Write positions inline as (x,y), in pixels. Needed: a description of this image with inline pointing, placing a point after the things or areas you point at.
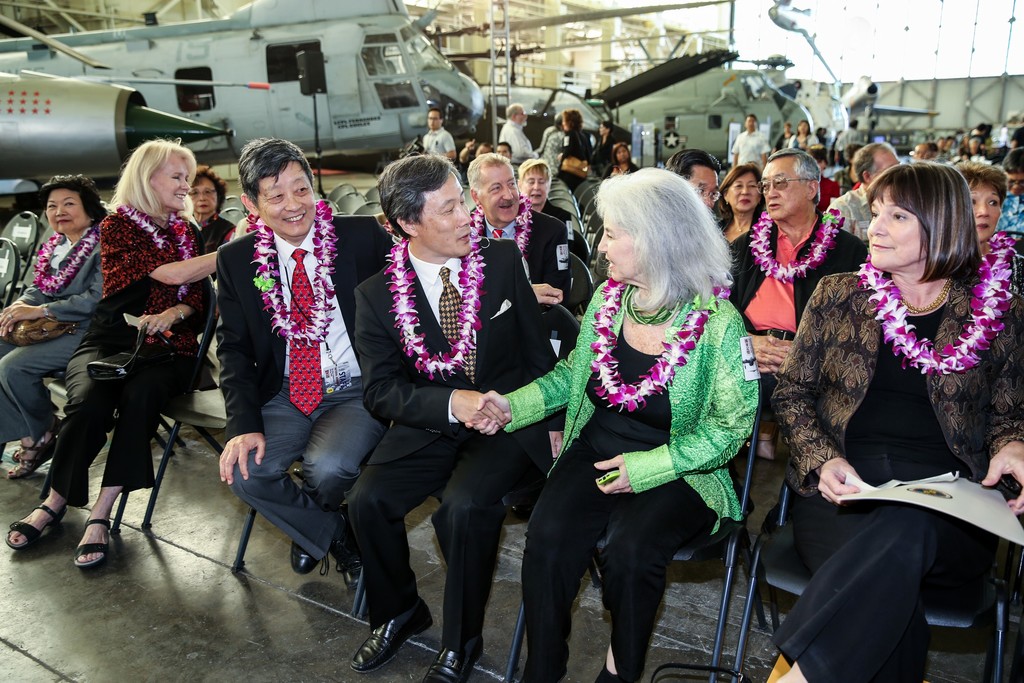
In this image I can see the group of people (501,267) with different color dresses (403,392). I can see few people (568,425) are sitting on the chairs (581,219) and few people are standing. In the background (199,158) I can see few aircraft (160,90) and the building (536,59).
